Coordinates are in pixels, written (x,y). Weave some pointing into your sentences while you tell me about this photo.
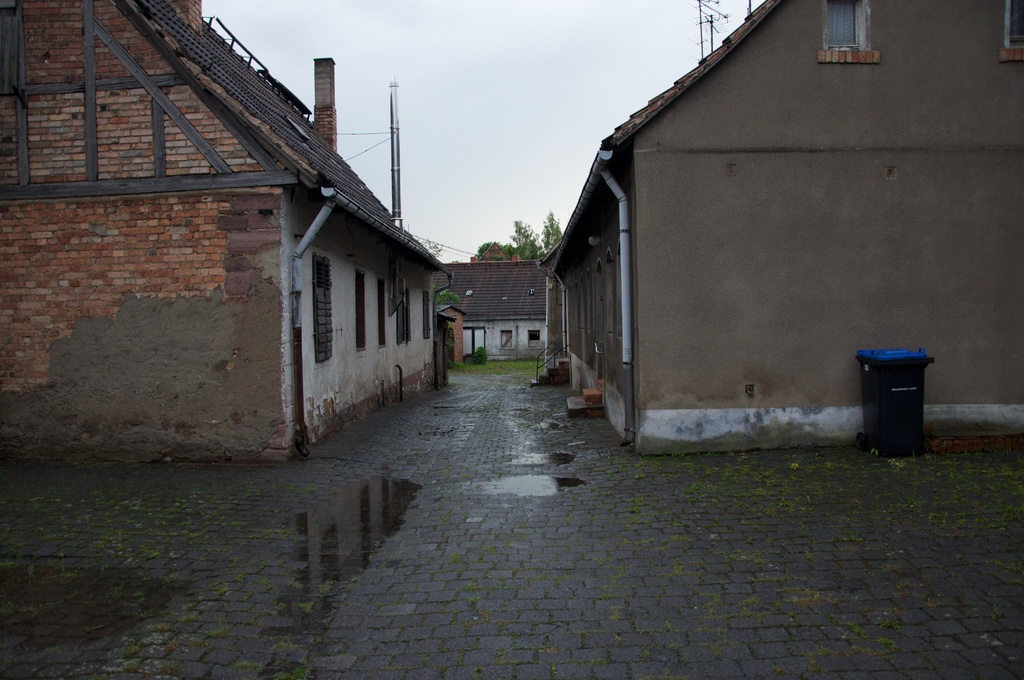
In this image we can see a group of buildings (576,296) with windows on them a trash bin (895,394) is placed on the ground (644,534). A staircase (555,382) is attached to a building (639,332). In the background (501,40), we can see a group of trees (549,230), poles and sky (475,88).
